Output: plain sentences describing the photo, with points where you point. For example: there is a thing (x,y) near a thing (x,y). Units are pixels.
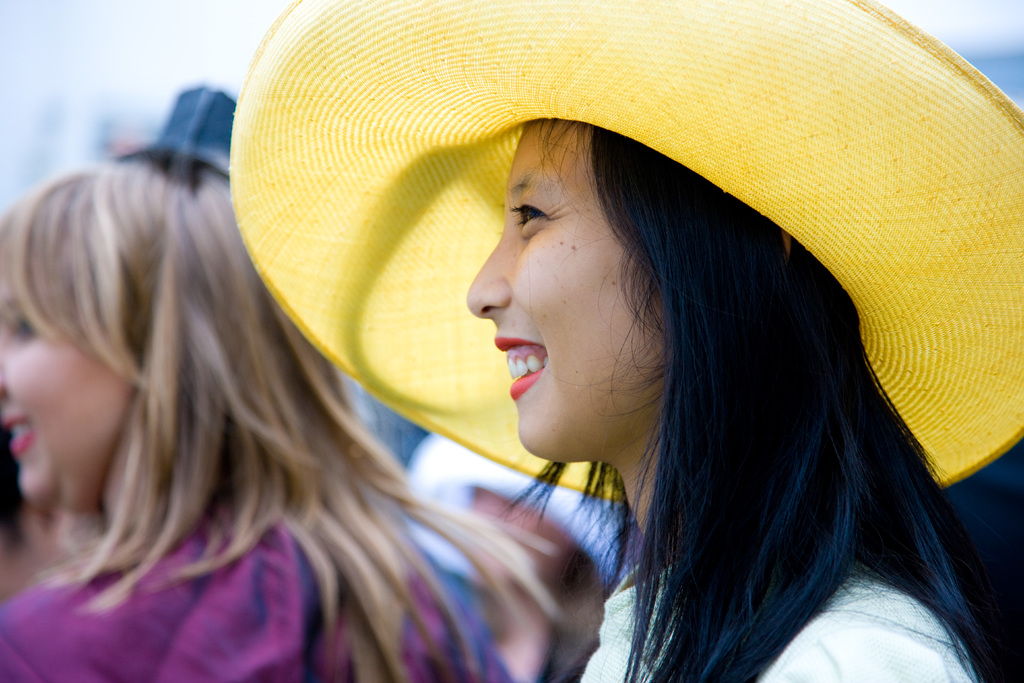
In this picture there is a girl (968,660) on the right side of the image (877,267), she is wearing a hat (745,184) and there are other people (209,260) in the background area of the image (212,381).
